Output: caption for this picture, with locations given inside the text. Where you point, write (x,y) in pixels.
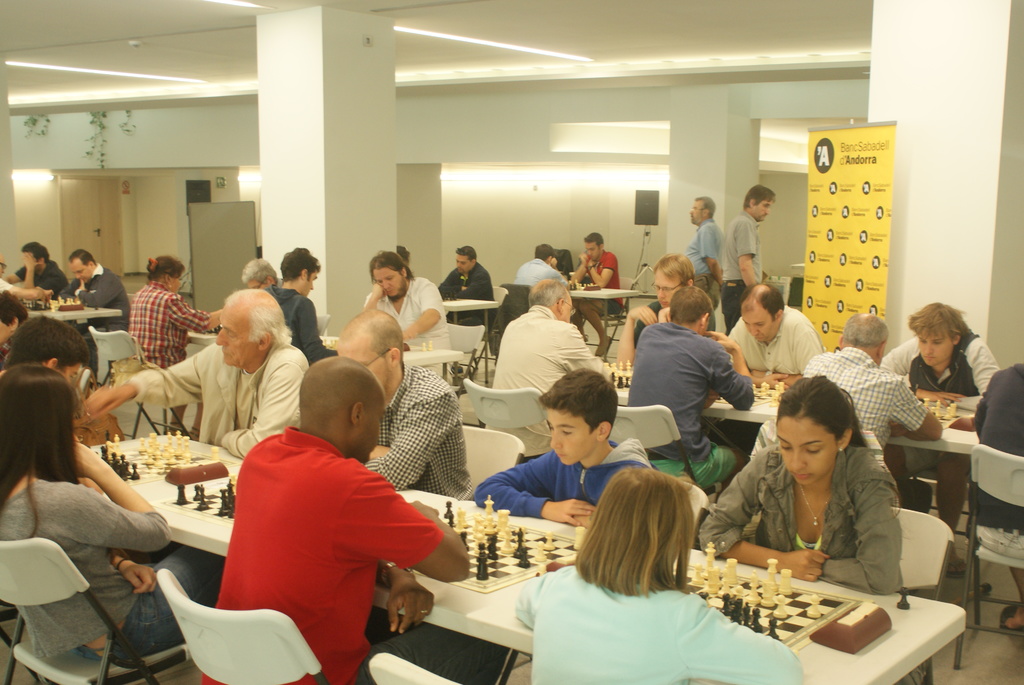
In the image we can see there are lot of people (655,382) who are sitting and on the table (841,662) there are chess board (838,602) and coins (746,613).
